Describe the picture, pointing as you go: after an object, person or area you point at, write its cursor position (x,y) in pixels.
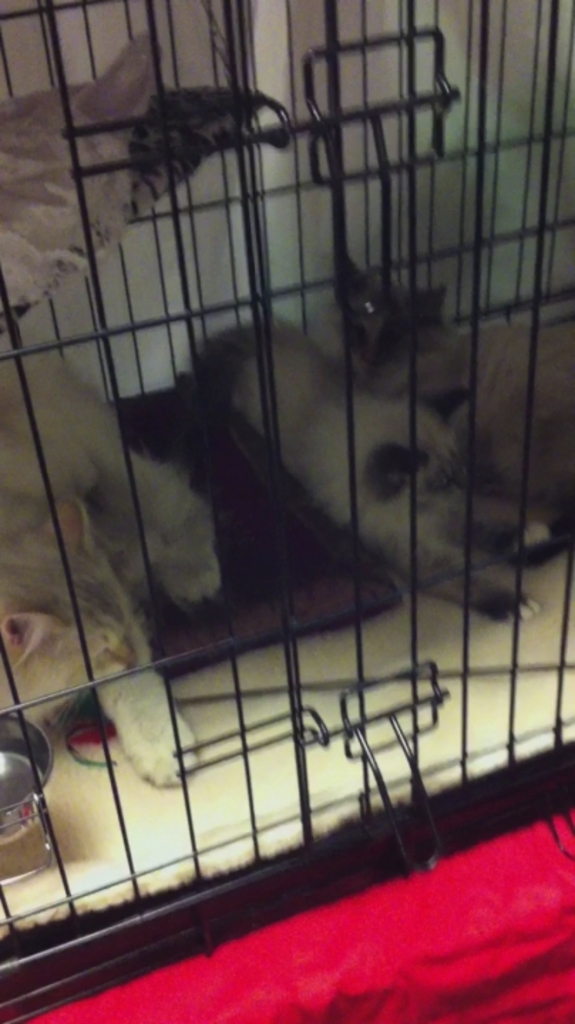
In this picture, there is a cage (261,256) in the center (310,555). In the cage (283,593), there are cats (430,430) which are in different colors. At the bottom (401,959), there is a red cloth (459,861).
